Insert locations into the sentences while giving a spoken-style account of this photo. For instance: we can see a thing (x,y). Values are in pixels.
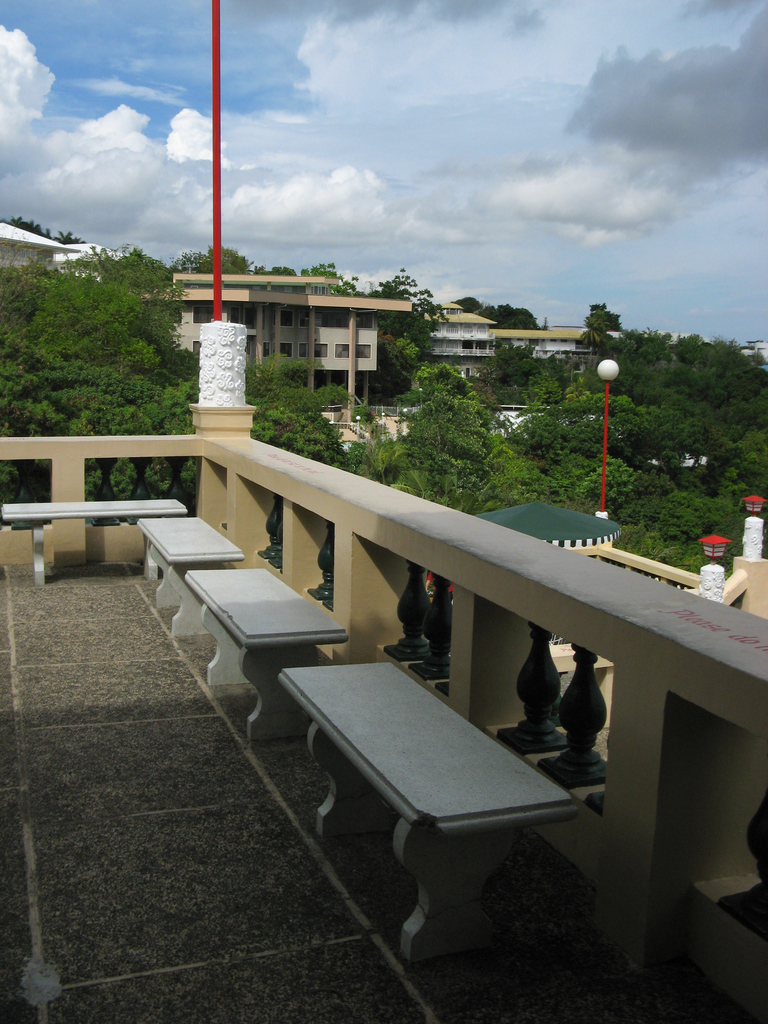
In the image we can see some benches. Behind the benches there is fencing (430,509). Behind the fencing (766,744) there are some trees (717,507) and buildings (51,263) and poles (756,510). At the top of the image (735,192) there are some clouds (731,49) and sky (373,247).
